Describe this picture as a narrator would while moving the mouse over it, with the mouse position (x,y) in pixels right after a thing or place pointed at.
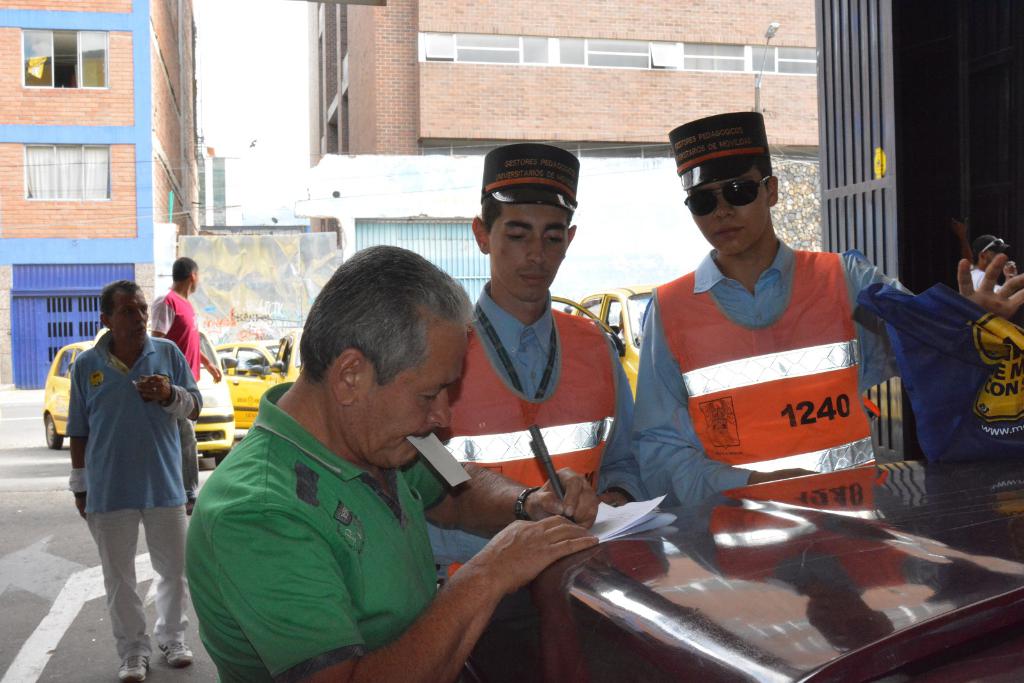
In this image few persons (612,354) are standing behind the car (999,609). Bottom of the image (268,648) there is a person (430,544) holding a pen (544,449) in his hand (577,498) and he is writing on a paper (608,524). Left side (110,469) two persons (83,443) are on the road (42,550). Few vehicles (45,395) are on the road (44,430). Background (720,89) there are few buildings (734,89).
